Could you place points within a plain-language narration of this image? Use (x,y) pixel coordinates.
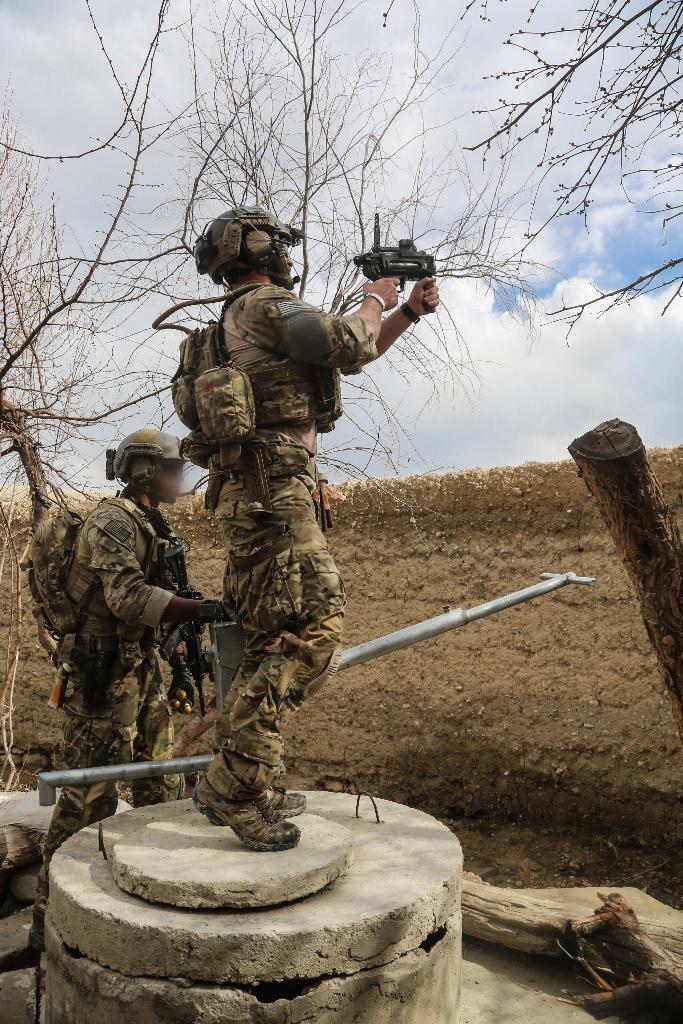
There is a person (293,279) in uniform (347,325) holding a gun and standing on the circular slab (348,831). Which is placed on the tanker (439,889). Beside this person (258,579), there is another person (58,531) standing near a silver color pipe (465,610). On the right side (486,923), there is a wood (491,931) on the floor (590,1010) and there is a wooden pole (644,542). In the background (18,349), there are dry trees (16,357) and plants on the ground (613,814) and there are clouds (592,326) in the sky (665,304).
